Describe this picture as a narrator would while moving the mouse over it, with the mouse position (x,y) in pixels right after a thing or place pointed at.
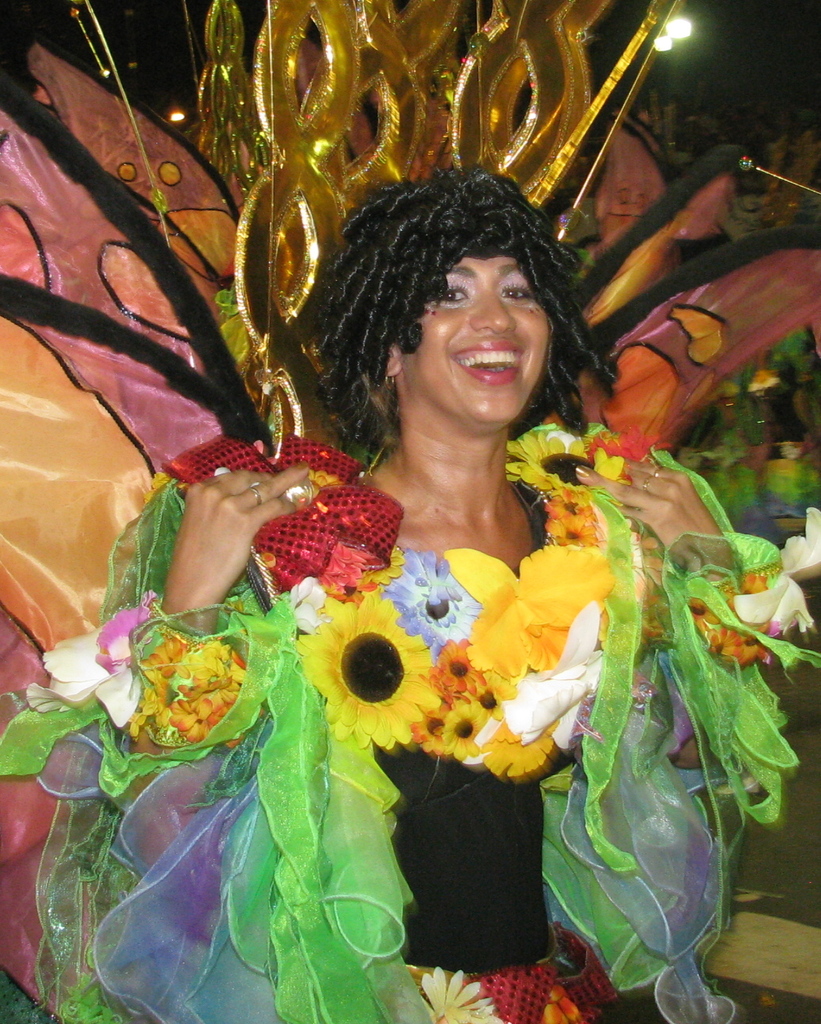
In this image, we can see a person (544,451) wearing a costume (544,428). We can also see the ground (785,951).
